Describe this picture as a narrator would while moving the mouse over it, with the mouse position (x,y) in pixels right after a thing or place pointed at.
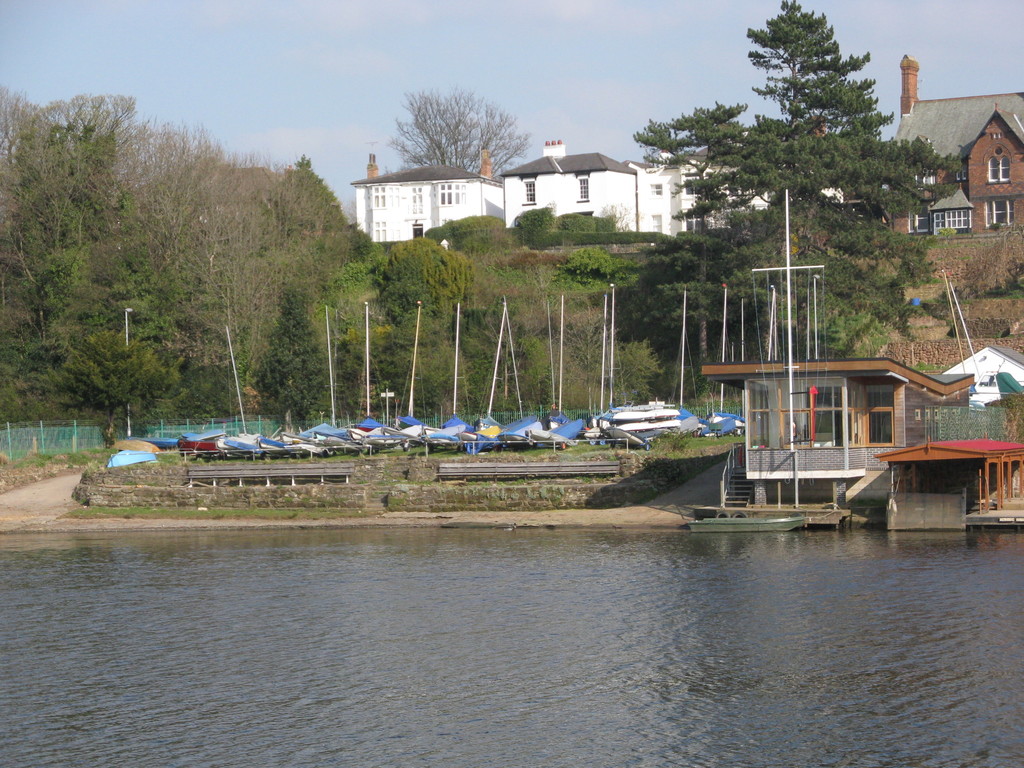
In the center of the image (456,435) we can see boats (499,435) and poles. On the right side of the image (713,187) there is a tree (738,241), buildings (822,435). At the bottom (867,537) we can see a water (333,659). In the background (251,226) there are buildings (455,173), trees (307,198) and sky (488,25).
